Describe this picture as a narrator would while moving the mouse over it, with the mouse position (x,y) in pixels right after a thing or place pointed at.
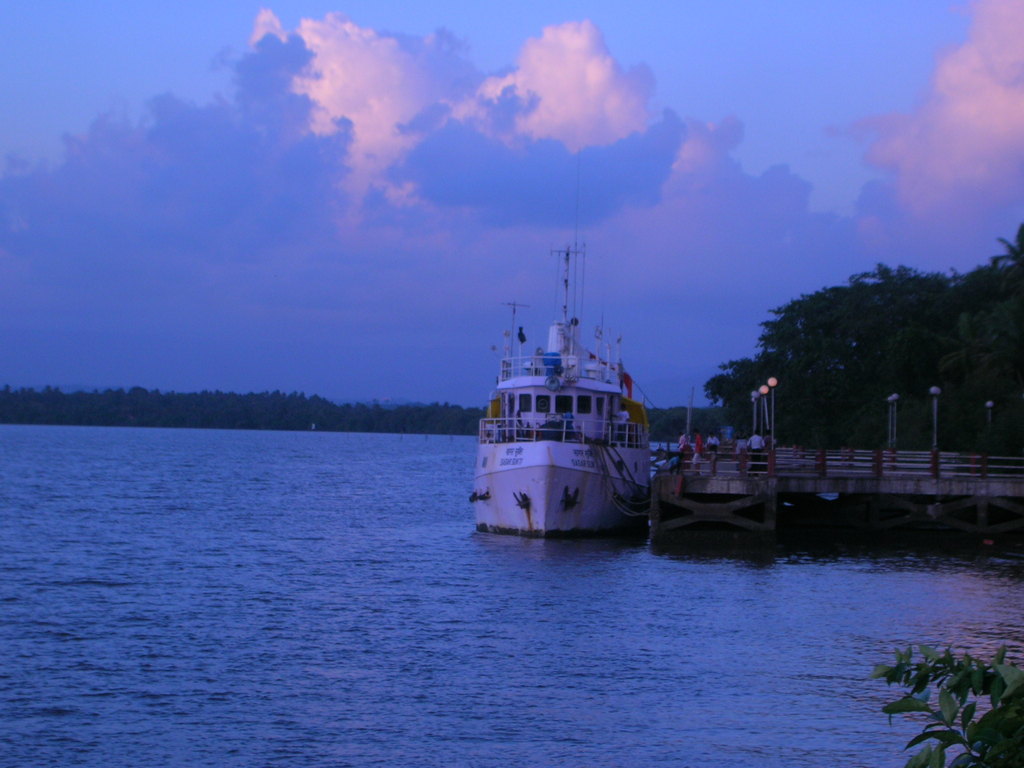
In this image we can see the boat (557,456) on the surface of the river (585,541). We can also see the bridge (812,451) with light poles (987,405) and also the people (762,440). Image also consists of trees (921,370) and in the background (546,219) we can see the sky (939,141) with some clouds (678,130).
